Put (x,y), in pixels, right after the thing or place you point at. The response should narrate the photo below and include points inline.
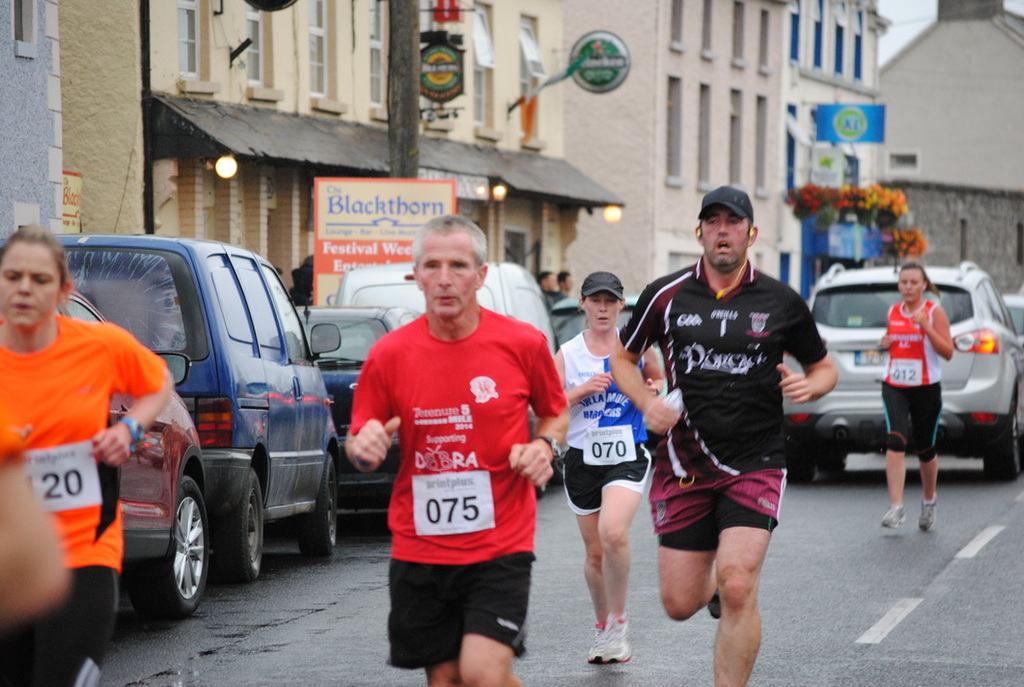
In this image there are people (582,404) running on the road (803,630). Beside them there are cars (287,369) parked on the road (786,614). Behind the cars (345,288) there are buildings (478,71). There are boards (833,118) with text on the buildings (196,132). In front of the buildings (530,184) there are poles (413,168) and boards (435,192) on the walkway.
